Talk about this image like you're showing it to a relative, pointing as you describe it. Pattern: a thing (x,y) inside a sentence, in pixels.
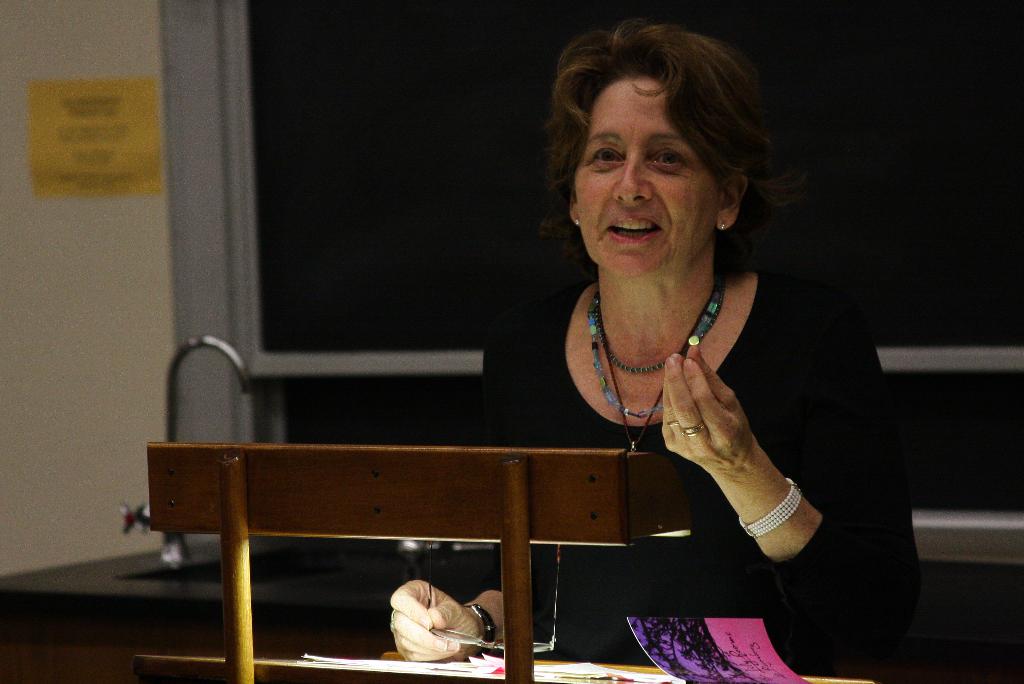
There is a lady (622,312) wearing chains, watch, rings (686,431), bracelet (754,533) is holding a specs (502,641). In front of her there is a table (520,640) with books (614,674). In the back (170,558) there is a platform (278,569) with sink (284,567) and tap (170,558). Also there is a wall (101,160) with something on that.
